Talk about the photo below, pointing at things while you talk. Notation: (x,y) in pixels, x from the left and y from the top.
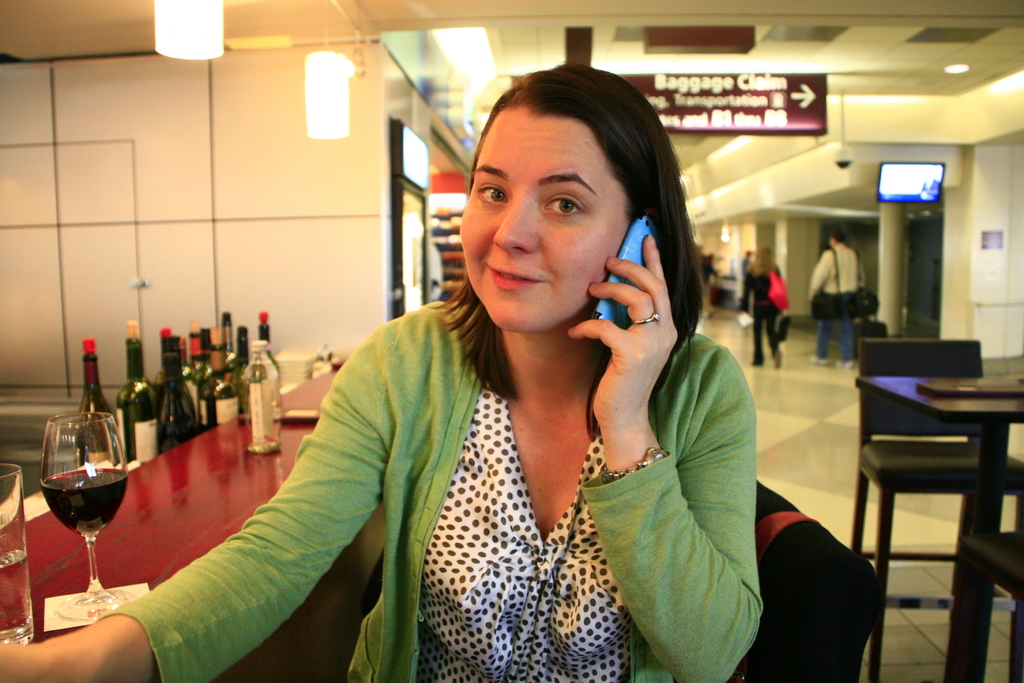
There is a woman (404,388) speaking on the phone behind her there is a table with some alcohol bottles (235,389) on it and there is a glass (113,442) with the wine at the back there are few people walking on the way (808,407) and there is a TV (923,195) and a sign board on the wall (967,168).
